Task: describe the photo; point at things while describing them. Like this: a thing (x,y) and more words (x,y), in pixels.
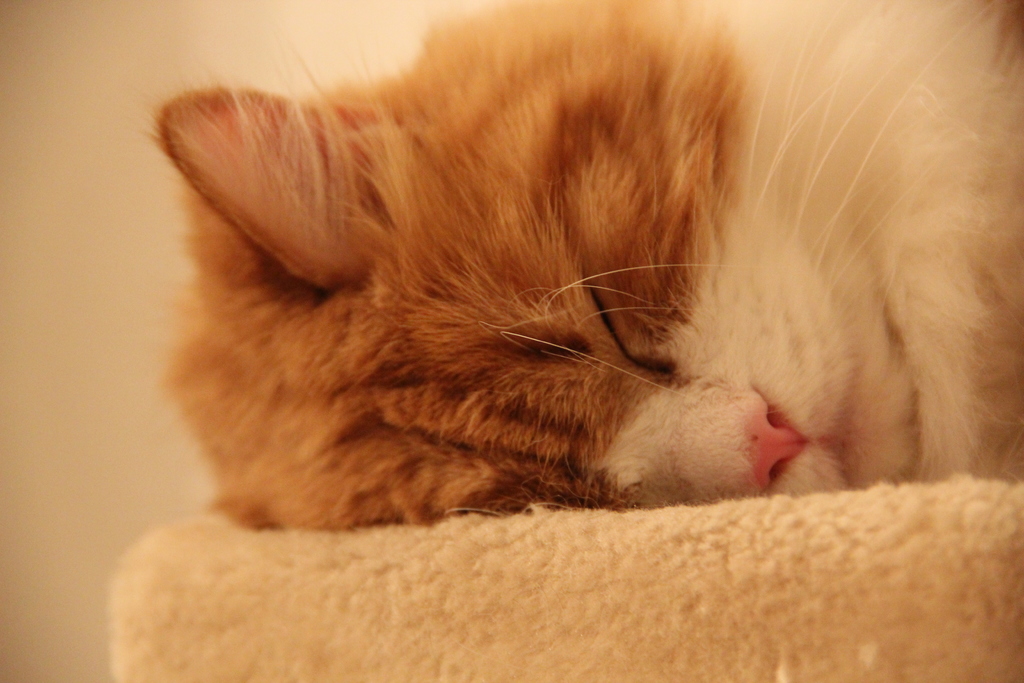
In the image we can see a cat (744,301), white and light brown in color. This is a wall (72,286).
